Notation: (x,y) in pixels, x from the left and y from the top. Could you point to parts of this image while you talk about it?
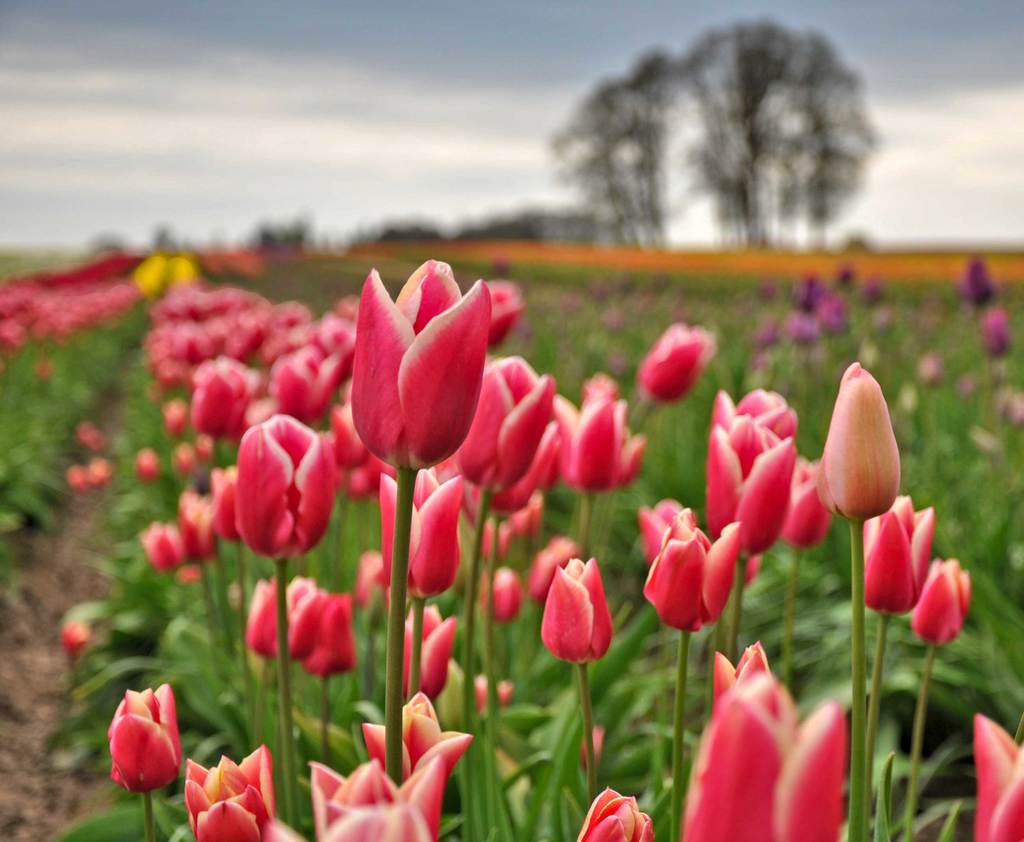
In this image, we can see plants (59,467) with flowers (440,553) and in the background (830,147), there are trees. At the top (266,108), there is sky (215,88).
